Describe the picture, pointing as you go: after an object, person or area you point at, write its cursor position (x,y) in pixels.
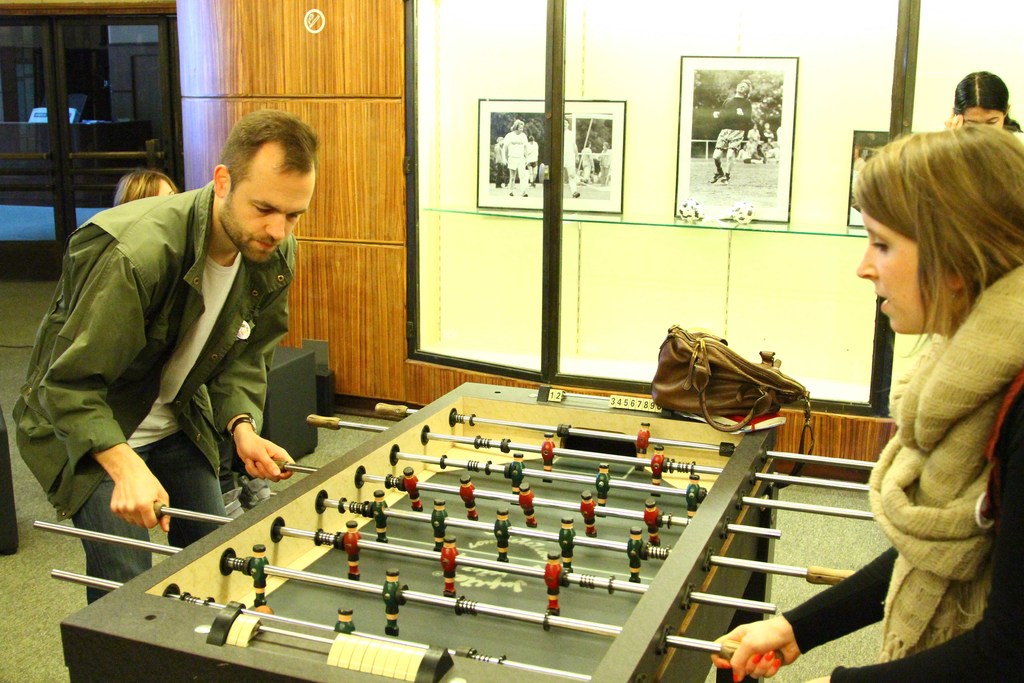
There is a man (62,302) and woman (880,253) playing game on the table (569,550) behind her there is a woman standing and so many photo frames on the wall (632,336).
